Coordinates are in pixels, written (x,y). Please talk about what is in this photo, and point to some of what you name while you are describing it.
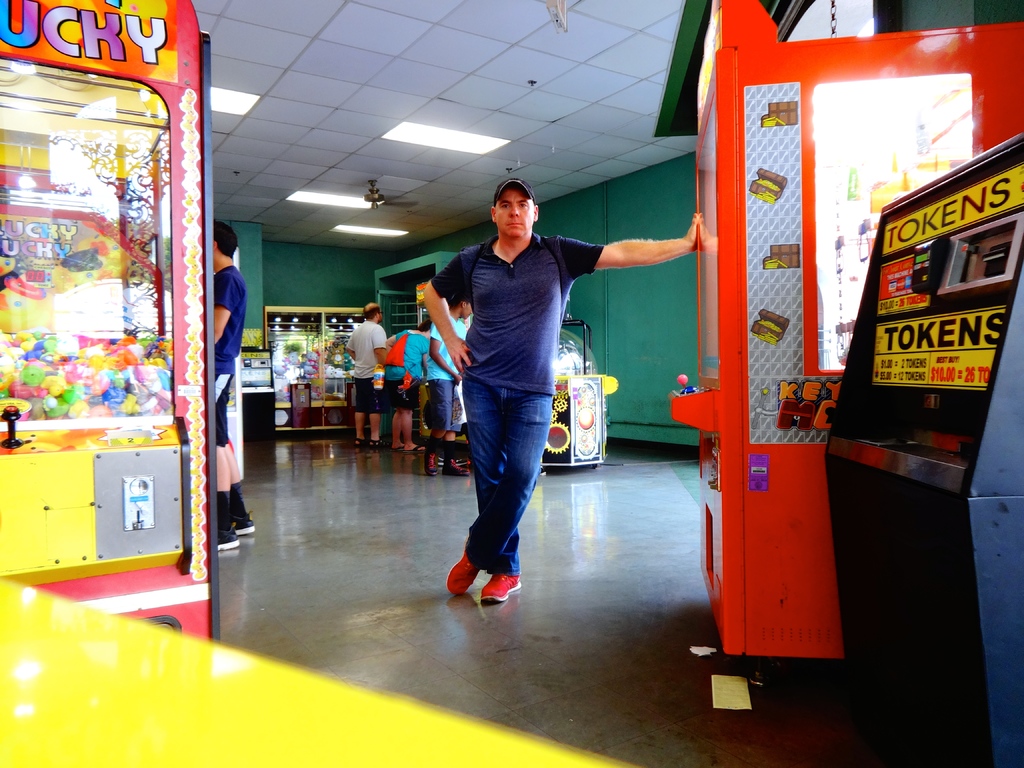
In this picture we can see a man (526,330) wearing blue color t-shirt (494,313) standing in the front (484,490) and giving a pose into the camera. On both the sides there are some playing toy boxes (749,355) and ticket box (904,485). Behind there is a group of persons (406,366) standing and playing.
